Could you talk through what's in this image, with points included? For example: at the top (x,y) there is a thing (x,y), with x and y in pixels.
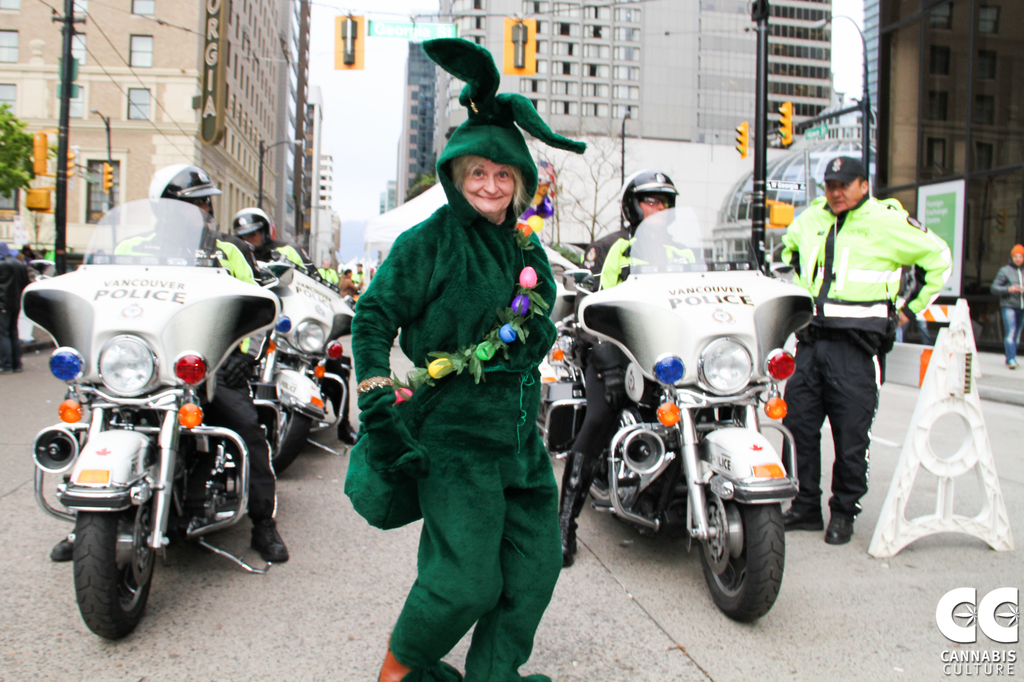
There is a woman (363,419) standing at the center (375,437). There is a man (588,254) on the motorcycle (580,279). He is into the right side (717,476) as well as left side (181,219). In the background (180,26) there is a building (197,55) and a traffic signal pole (763,119).
